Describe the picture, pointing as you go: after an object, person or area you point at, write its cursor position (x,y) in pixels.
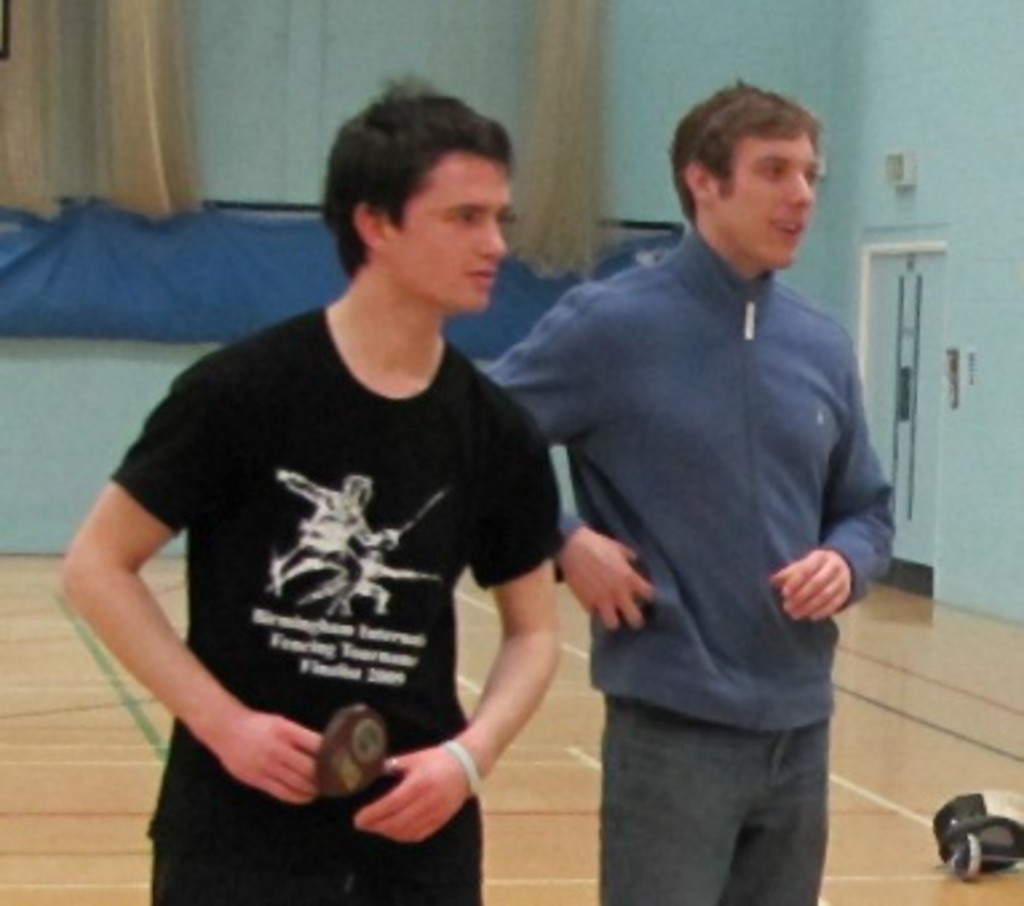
This image is clicked inside a room (430,2). There are curtains (76,22) at the top (11,141). There is a door (911,447) on the right side (898,559). There are two persons (536,626) standing in the middle (564,547). One is wearing blue color dress (654,559). Another one is wearing black dress (293,860).
